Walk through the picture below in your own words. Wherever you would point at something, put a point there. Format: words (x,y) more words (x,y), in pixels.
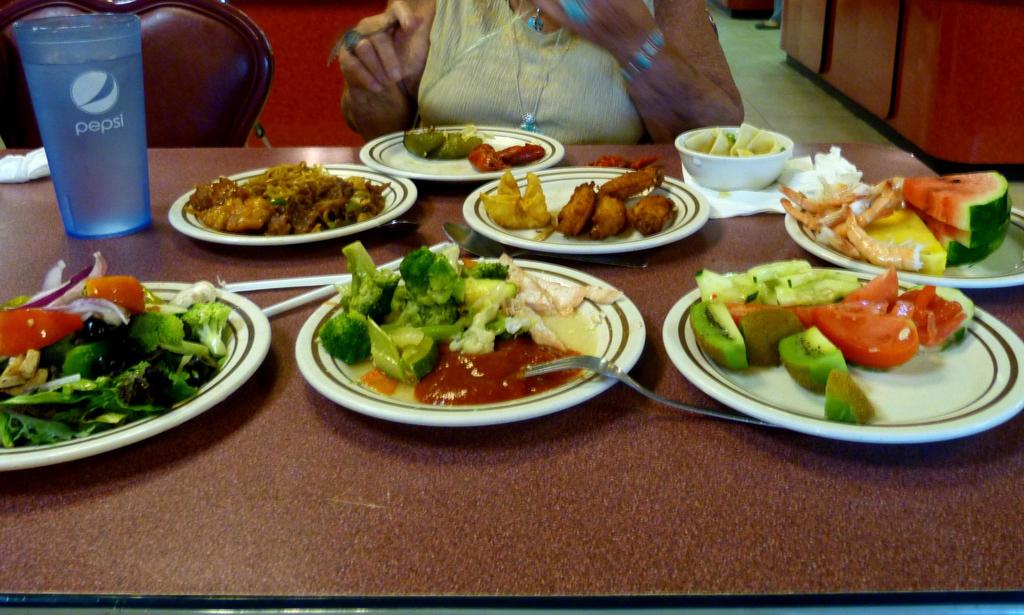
Here in this picture we can see a table (335,475), on which we can see number of plates (367,397) with vegetables (122,331), meat (342,223) and fruits (895,235) and we can see a bowl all present on the table (46,245) over there and we can see a glass of water (69,179) present on the left side (71,166) and we can see a woman (503,80) sitting over there and beside her we can see a chair (260,69) also present over there.
